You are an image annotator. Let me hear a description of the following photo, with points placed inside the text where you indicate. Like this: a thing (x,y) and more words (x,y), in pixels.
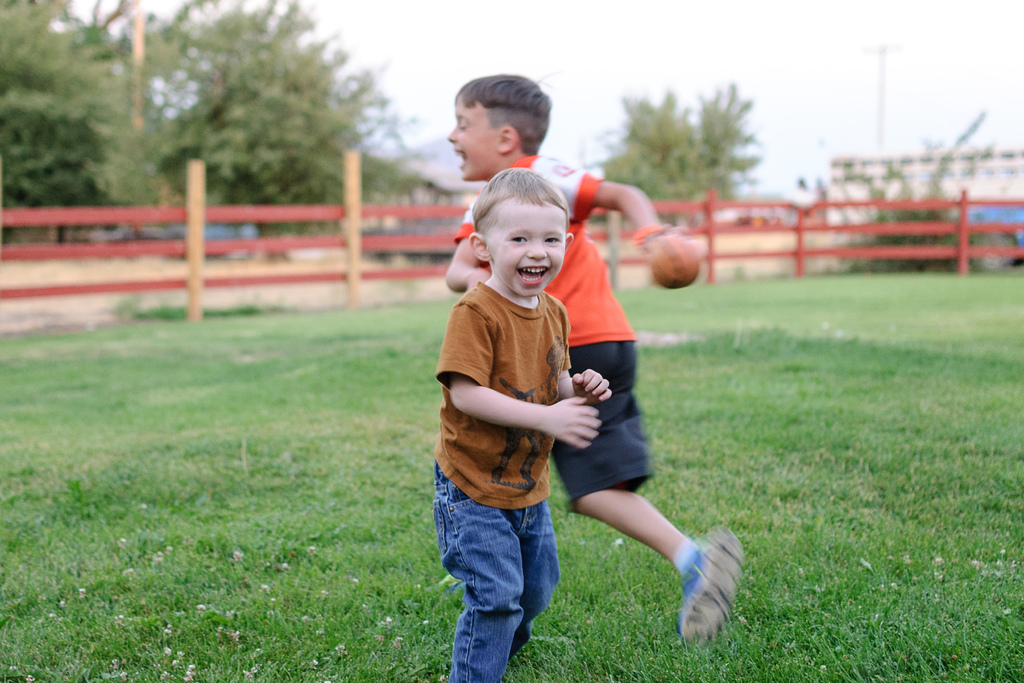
In this image, we can see two kids (595,429) are smiling. Here a kid (524,360) is watching and standing. Behind him, another kid (577,317) in the air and holding a ball (668,257). At the bottom (588,633), we can see grass (1014,346). Background (114,203) we can see fencing (985,255), plants (230,198), trees (94,200), building (932,181), poles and sky (780,107).
